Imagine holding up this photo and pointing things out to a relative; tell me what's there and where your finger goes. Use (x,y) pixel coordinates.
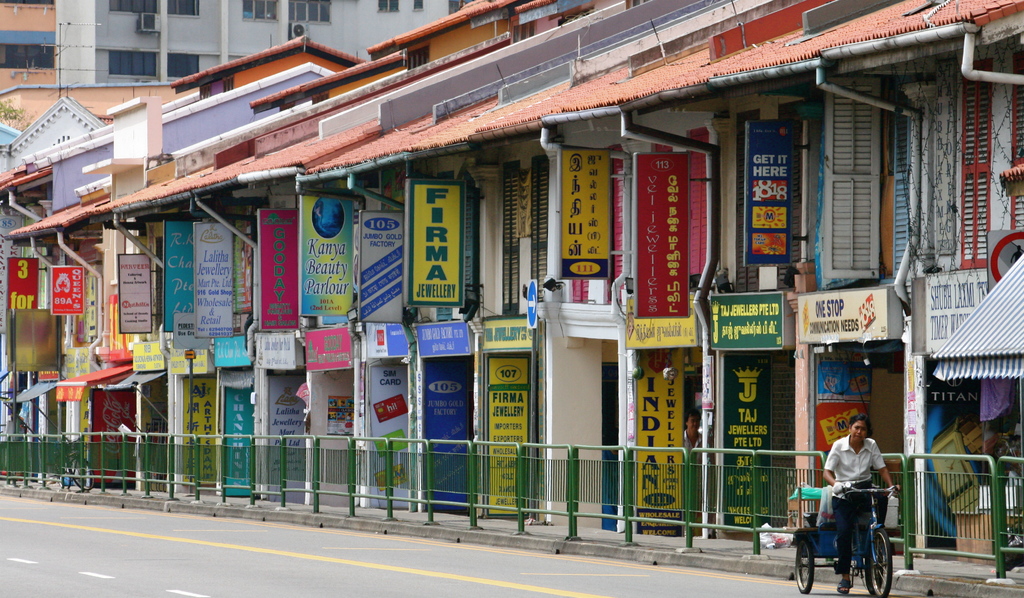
In this picture we can observe a building (403,133). There are many posters (427,212) which are in different colors. We can observe a railing (382,457) in front of this building (561,467) which is in green color. There is a road (201,558) on which we can observe a person (869,440) riding a vehicle (870,545). In the background (48,79) there is a building (225,22).
